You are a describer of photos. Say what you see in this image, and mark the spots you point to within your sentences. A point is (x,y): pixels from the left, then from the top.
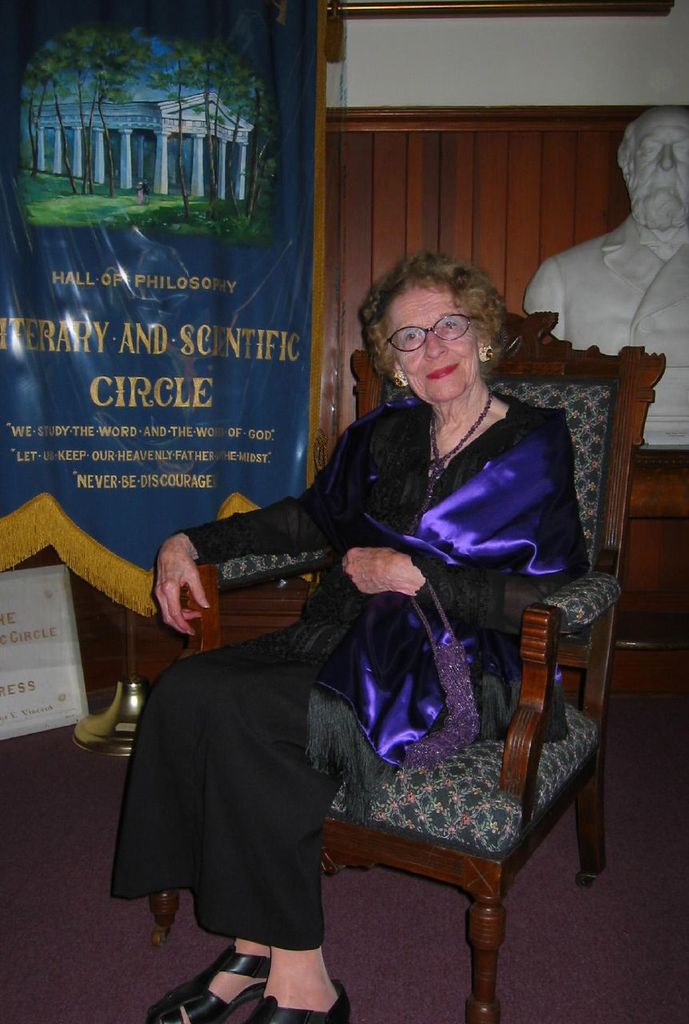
This picture describes about a woman (384,699) seated on the chair (561,592) in the background (632,312) we can see a statue (620,312) and a hoarding (187,220).
